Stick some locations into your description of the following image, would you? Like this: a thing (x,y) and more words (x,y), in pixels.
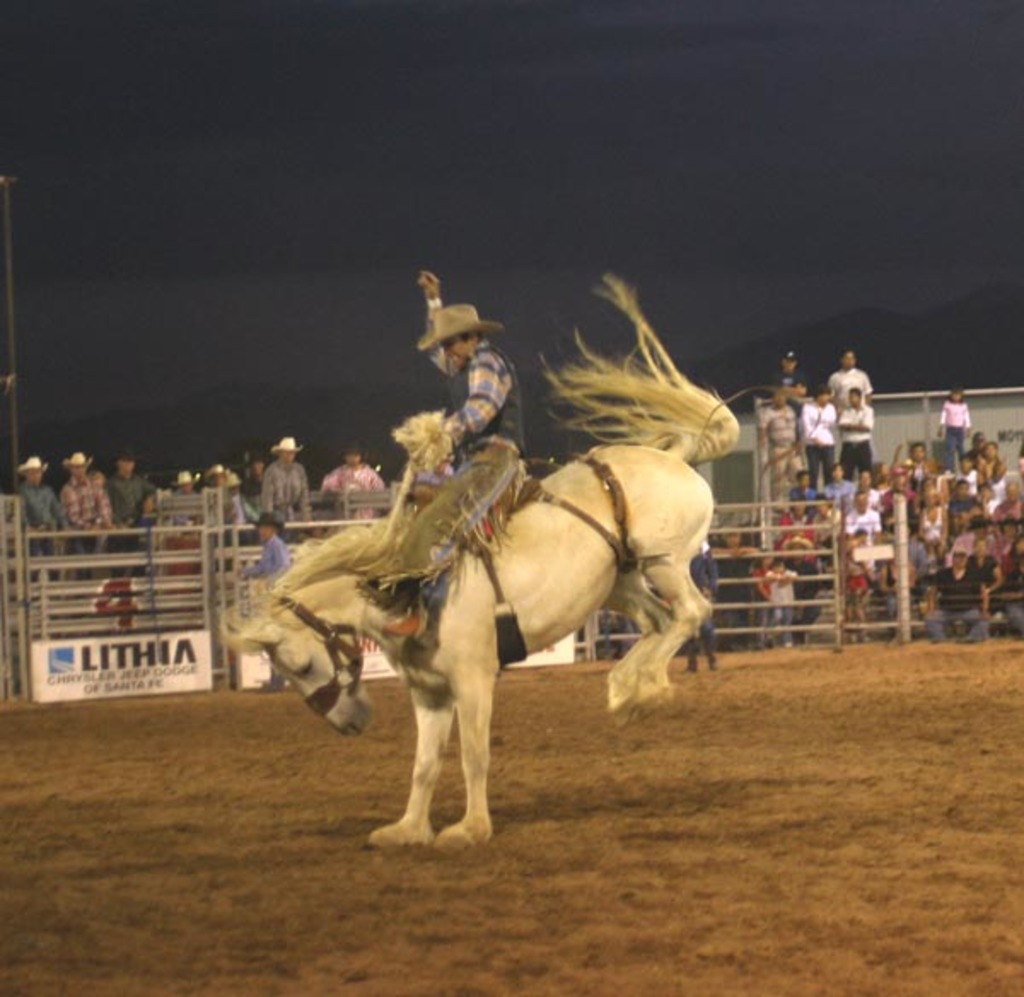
This image is taken outdoors. At the bottom of the image (292,811) there is a ground (780,788). At the top of the image (247,254) there is a sky (258,134). In the middle of the image (344,596) a man (507,424) is riding on the horse (523,554). In the background (832,533) many people (937,533) are sitting on the benches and a few are standing. There is a railing (20,643) and there are a few boards (185,661) with text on them.
